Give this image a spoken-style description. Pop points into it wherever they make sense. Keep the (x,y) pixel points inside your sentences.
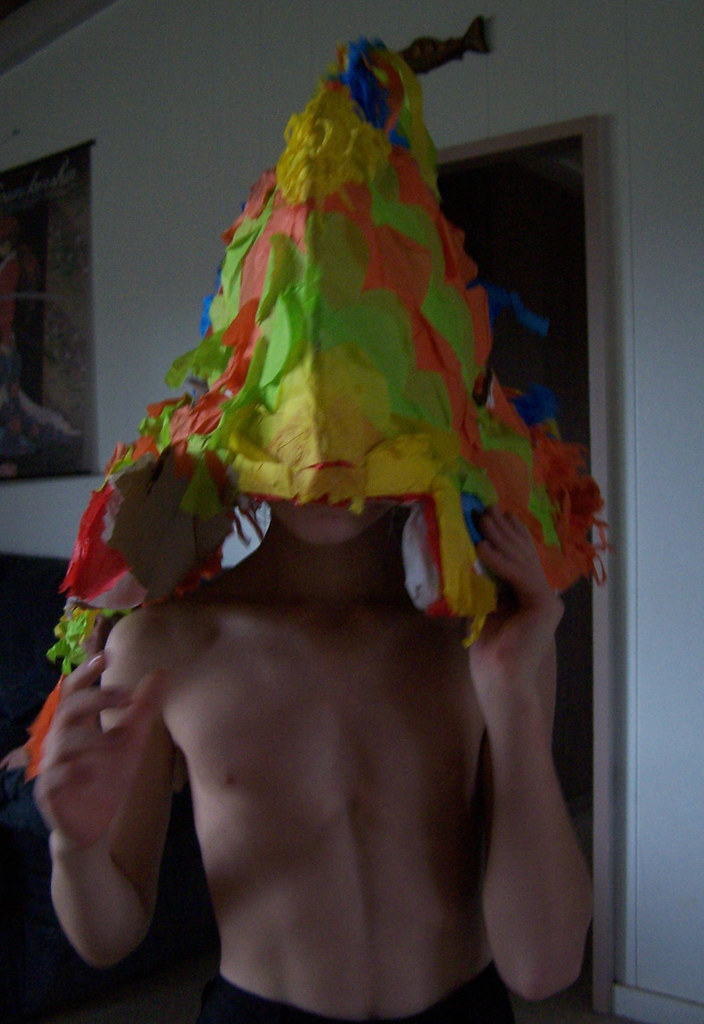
In this image, we can see a person (340,590) wearing a hat (202,579). In the background (672,100), we can see a wall (186,106).
